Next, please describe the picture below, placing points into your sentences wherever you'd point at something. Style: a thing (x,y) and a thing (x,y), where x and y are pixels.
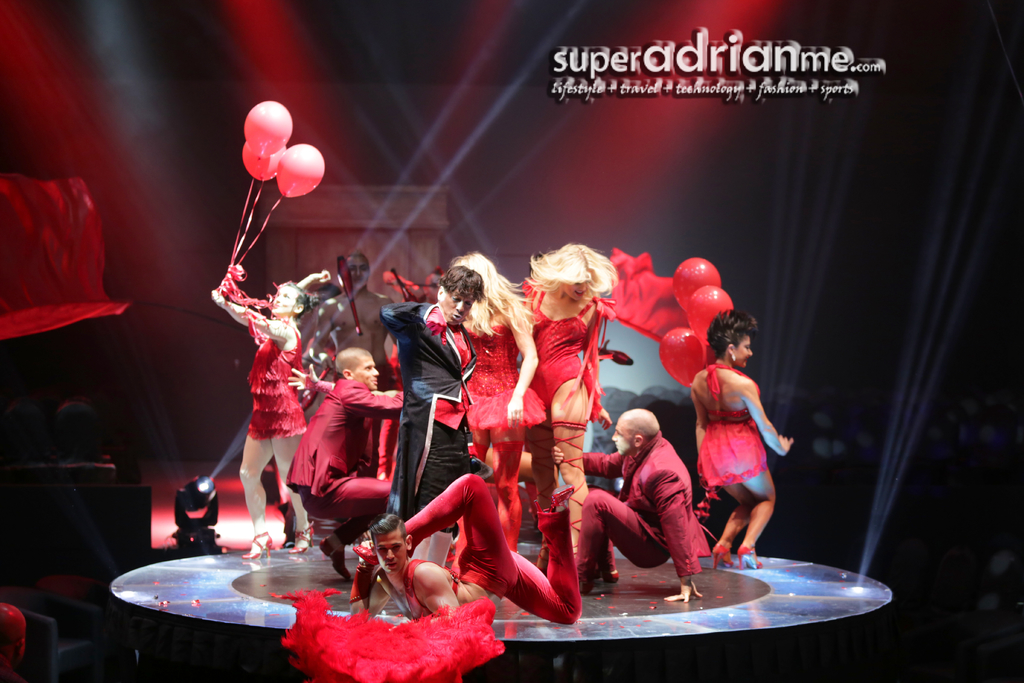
It is an edited image, there are many people (314,477) performing some activities on a floor (505,636) and most of them are wearing red costume (352,427) and the background of them is blurry, on the top right (809,47) there is some text (686,69).
